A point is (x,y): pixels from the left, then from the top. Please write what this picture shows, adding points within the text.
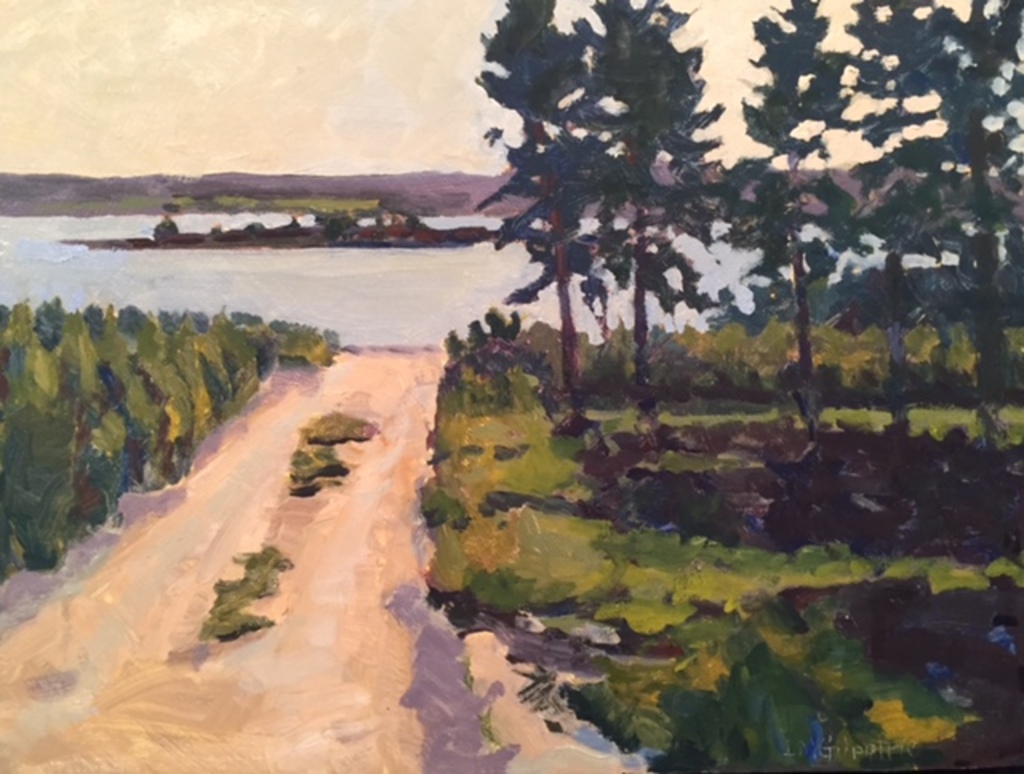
This image is a painting. In this image there is a road (118,562). On the sides there are trees (549,276). In the back (344,283) there is water (284,256) and sky (258,100).
